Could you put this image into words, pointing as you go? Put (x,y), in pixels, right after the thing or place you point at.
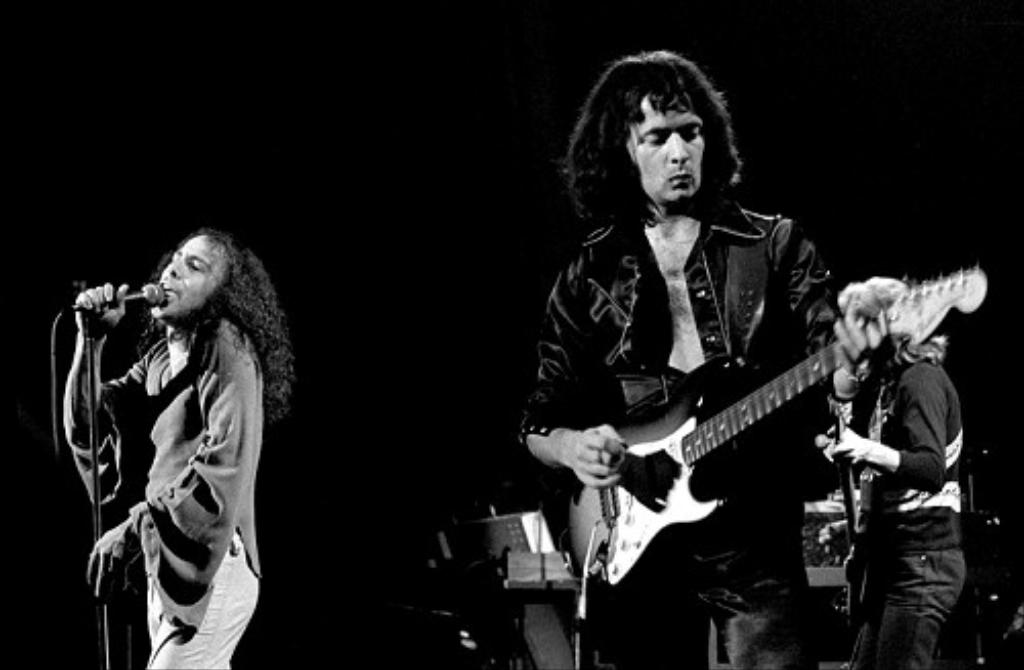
Here we can see that a person (753,259) is standing and playing guitar (761,398), and at behind a person (244,345) is standing and singing and holding a microphone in his hands (101,307), and at back (903,526) a person (889,508) is standing.
